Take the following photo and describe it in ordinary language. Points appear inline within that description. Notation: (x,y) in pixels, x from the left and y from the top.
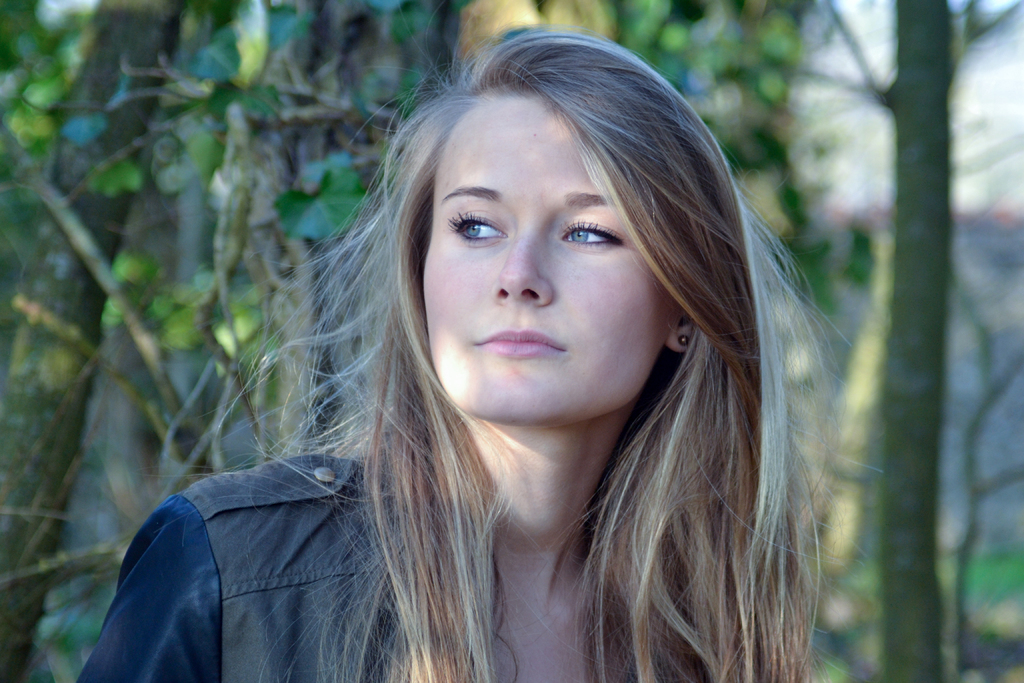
This image is taken outdoors. In the background (124,418) there are a few trees (247,196) with green leaves (753,47), stems (903,668) and branches (152,130). In the middle of the image (572,379) there is a girl (522,561) and she is with brown hair (738,417).
